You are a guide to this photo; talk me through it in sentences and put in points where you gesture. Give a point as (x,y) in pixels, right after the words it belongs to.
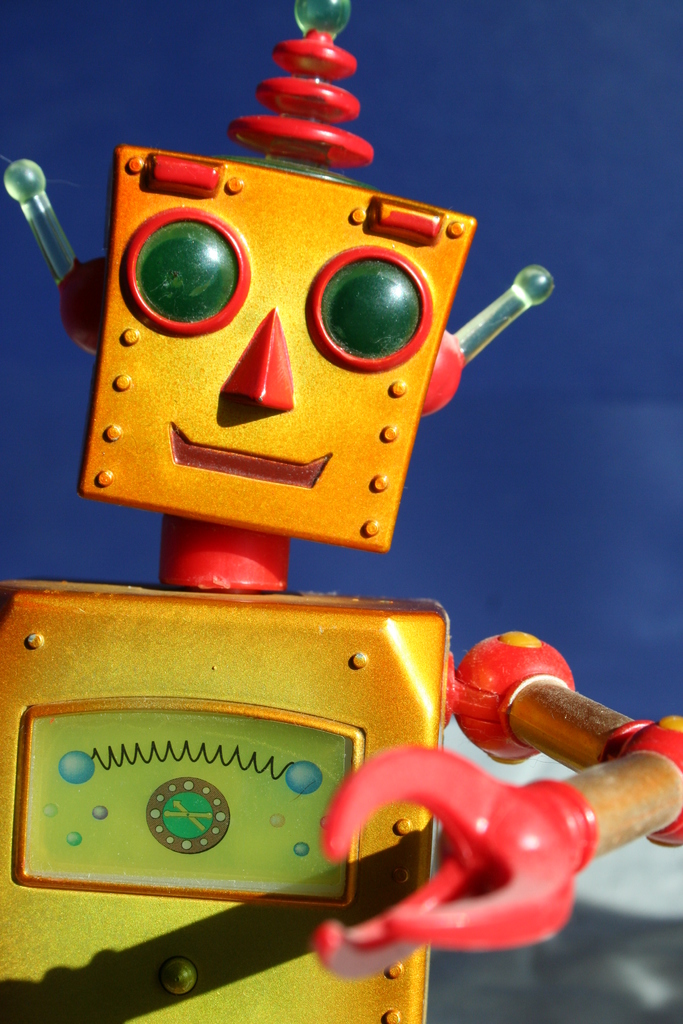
In this picture we can see a toy (248,354) in the front (248,354), there is a blue color background (645,139).
